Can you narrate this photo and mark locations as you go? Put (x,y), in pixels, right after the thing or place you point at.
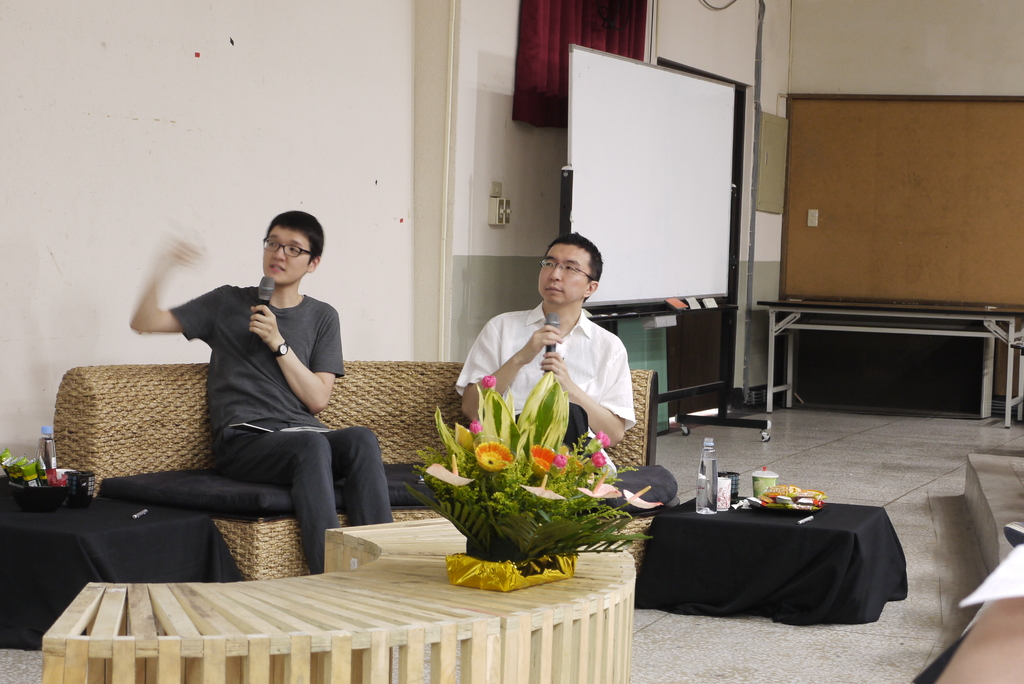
This picture shows two men (527,351) seated and speaking with the help of a microphone (266,289) and we see flower vase (486,493) and a water bottle (715,478) on the table (730,513) and a whiteboard (571,58).
